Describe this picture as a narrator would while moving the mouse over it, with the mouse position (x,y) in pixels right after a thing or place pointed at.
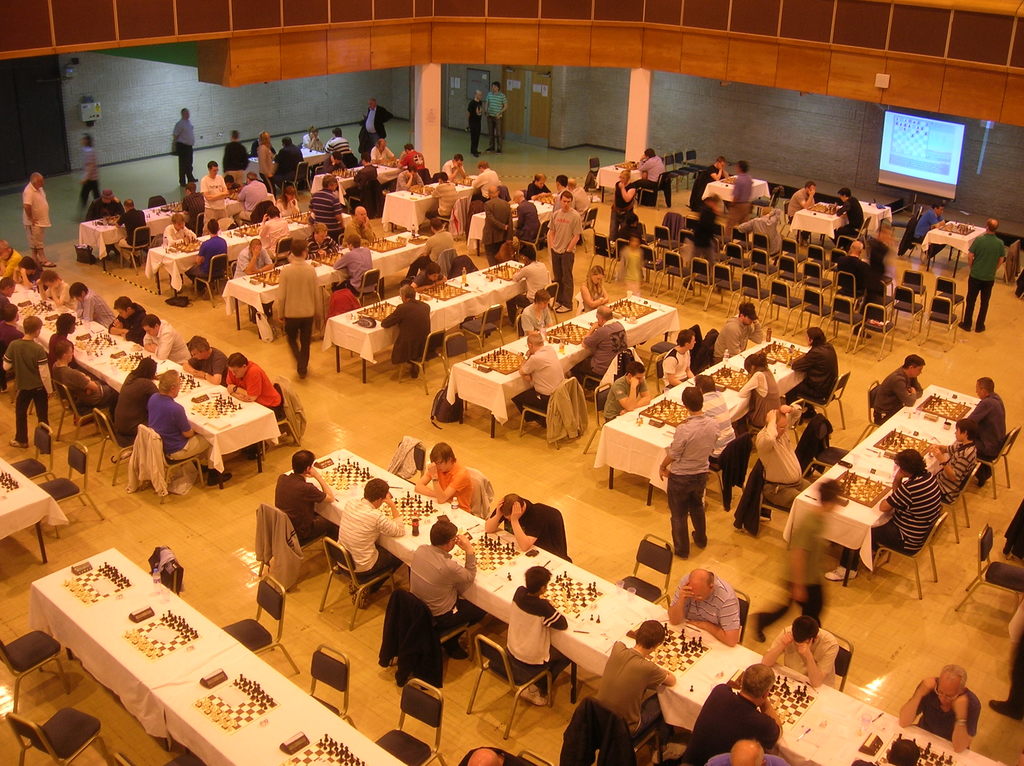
In this image, I can see groups of people (204,340) sitting on the chairs (671,222) and few people (298,322) standing. There are chess boards (174,642) with chess coins (240,687) on the tables (247,411). At the top of the image (906,154), I can see a projector screen (953,147), pillars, door (507,123) and a wall (726,91).
